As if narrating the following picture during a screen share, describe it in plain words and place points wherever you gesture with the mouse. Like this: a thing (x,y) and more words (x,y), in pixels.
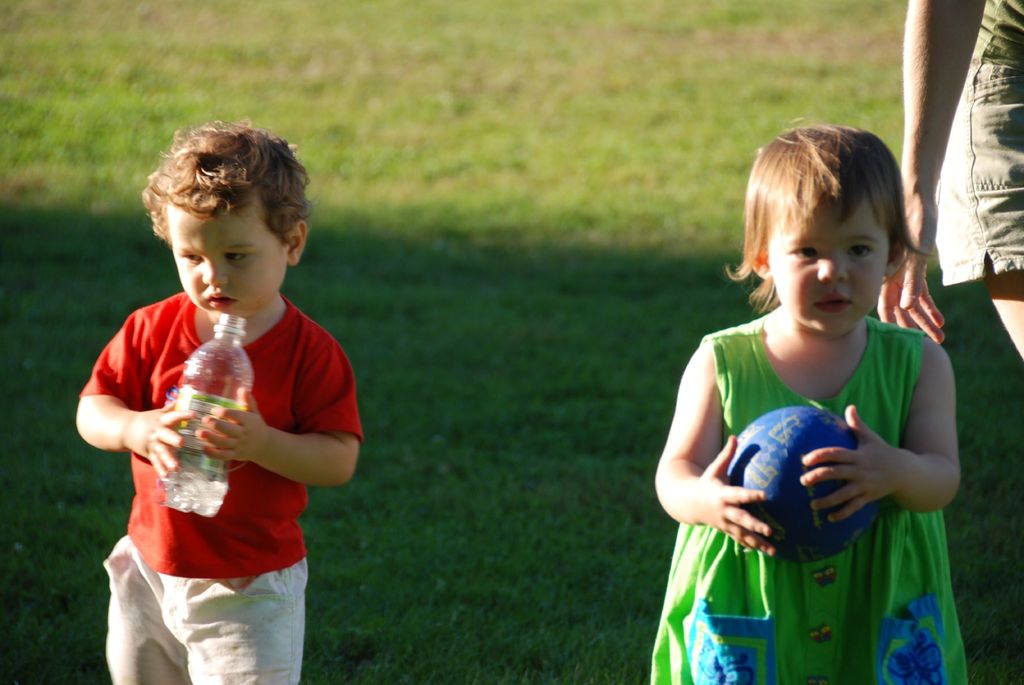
A boy (145,525) is holding bottle (217,483) in his hand (209,436) and on the right (851,438) a girls (804,476) is holding ball (785,476) in her hand (846,479) beside there is a woman (954,271). Behind them we can see grass (453,327).
